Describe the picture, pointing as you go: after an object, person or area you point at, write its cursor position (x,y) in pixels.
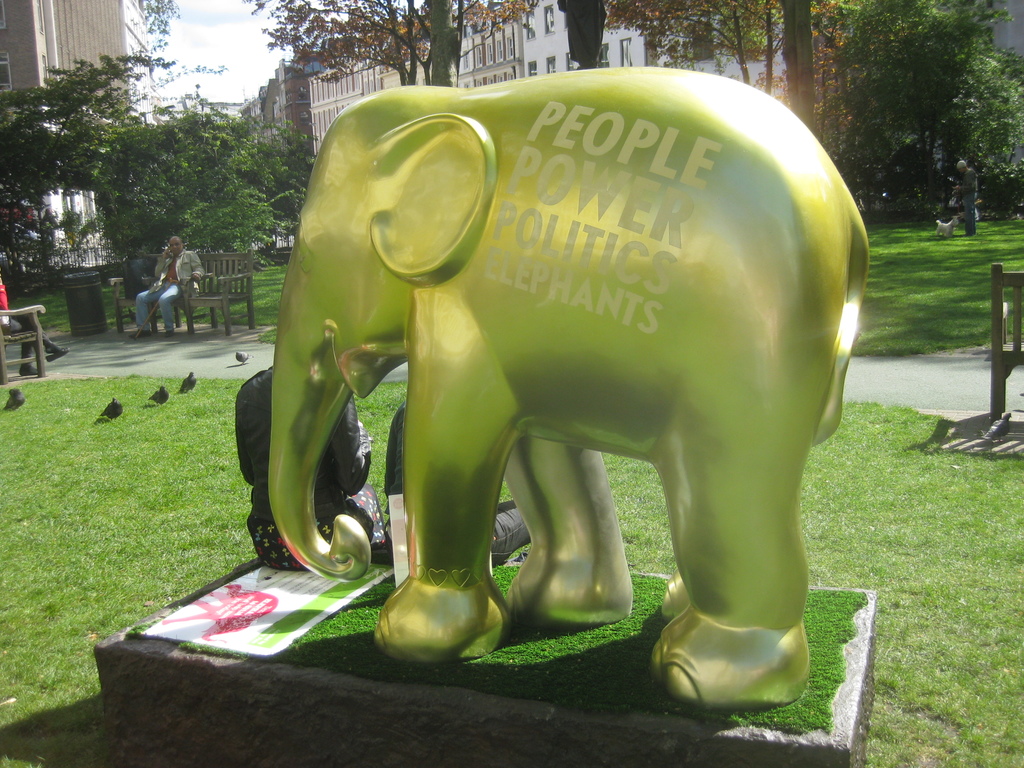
In this image I can see the statue of an elephant (453,392) which is in green color. To the side I can see two people (255,426). I can also see the birds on the grass (138,416). To the left (23,307) there are people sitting on the benches (33,316). To the right (975,206) I can see the person (970,224) standing with the dog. In the background (173,151) there are many trees (150,169), buildings (327,104) with windows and the sky (205,42).
